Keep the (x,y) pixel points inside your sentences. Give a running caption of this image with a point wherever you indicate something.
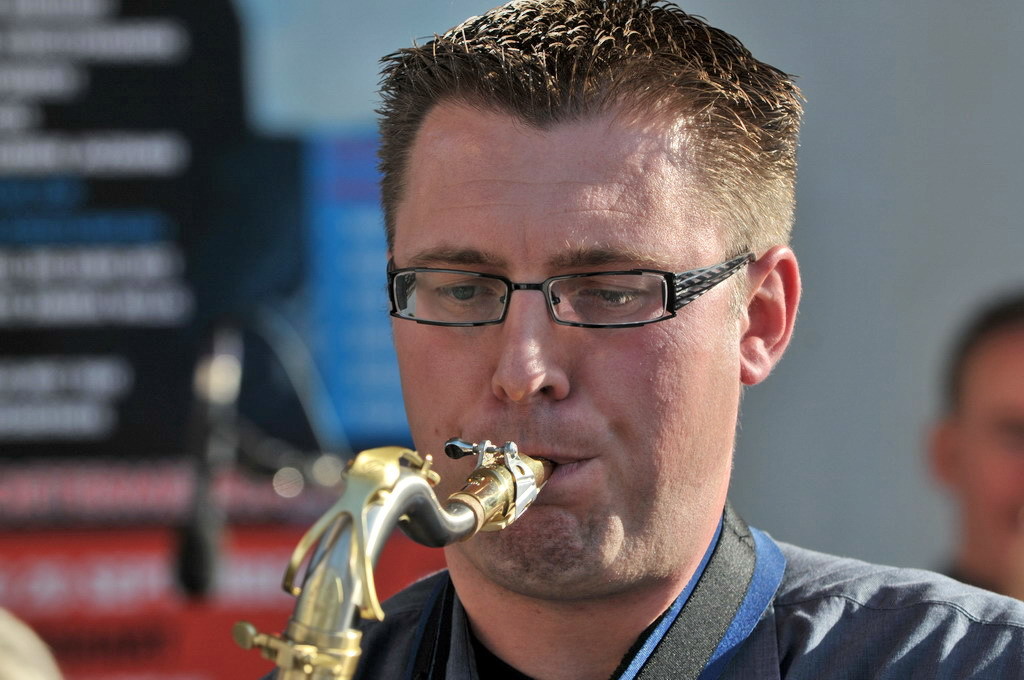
In this image I can see there is a man (573,567) playing a musical instrument (482,446) and he has spectacles (410,279) and there is a person (979,348) in the background (1009,325) and it is blurred.
